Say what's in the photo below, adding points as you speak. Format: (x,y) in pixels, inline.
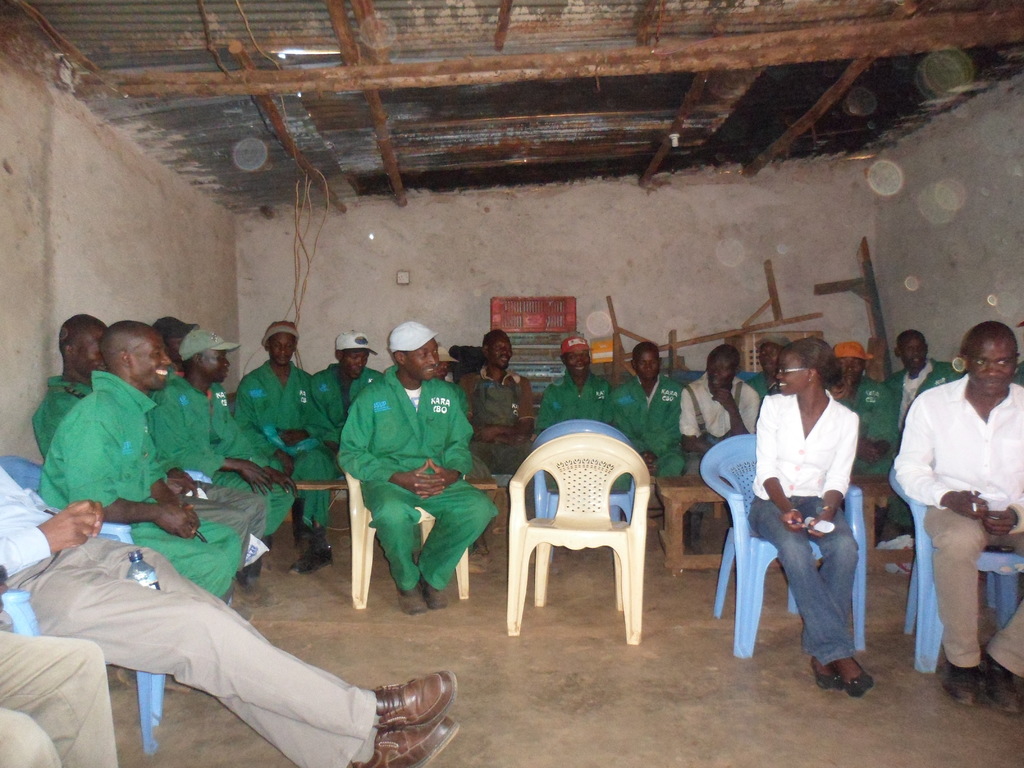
In this image we can see a group of persons (61,446) are sitting on the chair (598,455), and here is the wall (142,273), and here is the roof (470,137).
